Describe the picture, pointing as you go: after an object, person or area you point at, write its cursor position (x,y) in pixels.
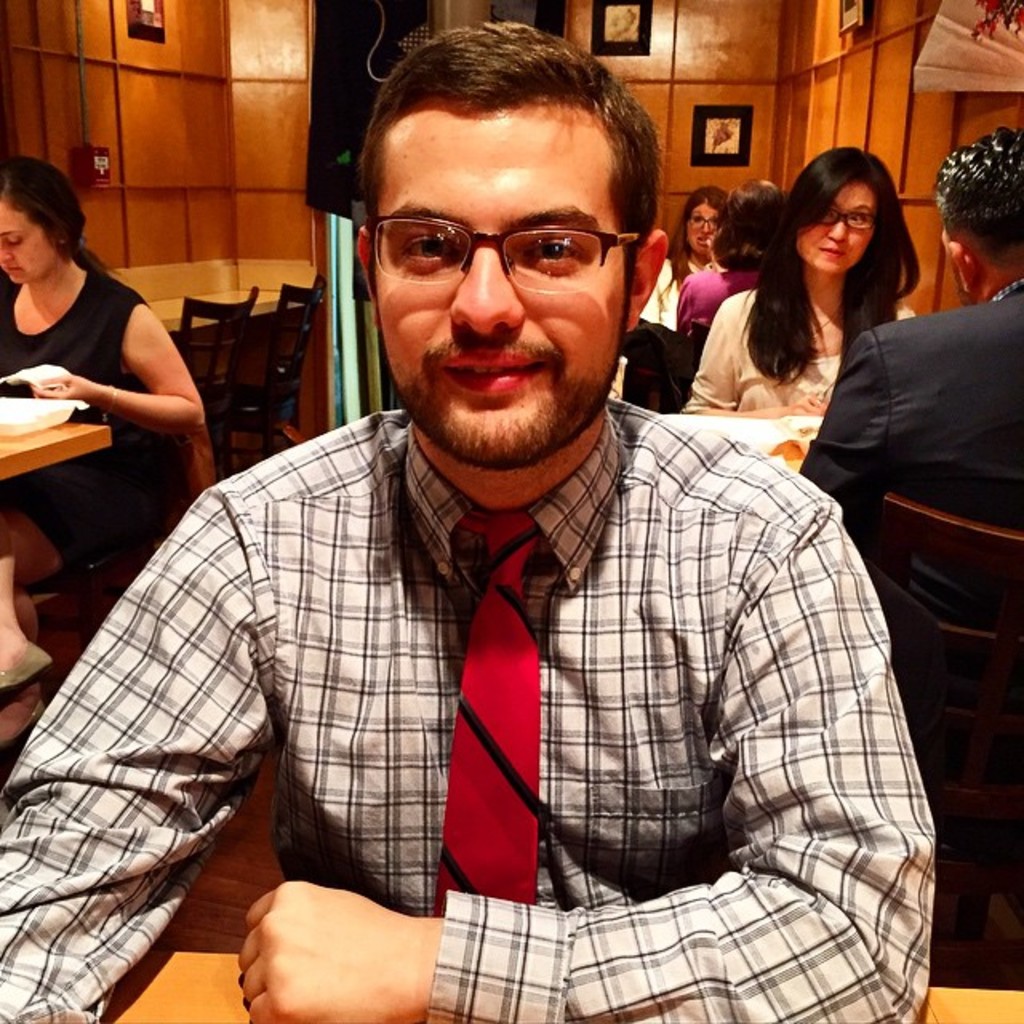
In this picture we can see there are groups of people (447,479) sitting on chairs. In front of the people (334,652) there are tables (190,1013). On the left side of the image (15,405) there is a white object (29,420) on the table (60,435). Behind the people (383,319) there is a black object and there are photo frames (638,17) and an object (98,159) on the wall (150,163).
